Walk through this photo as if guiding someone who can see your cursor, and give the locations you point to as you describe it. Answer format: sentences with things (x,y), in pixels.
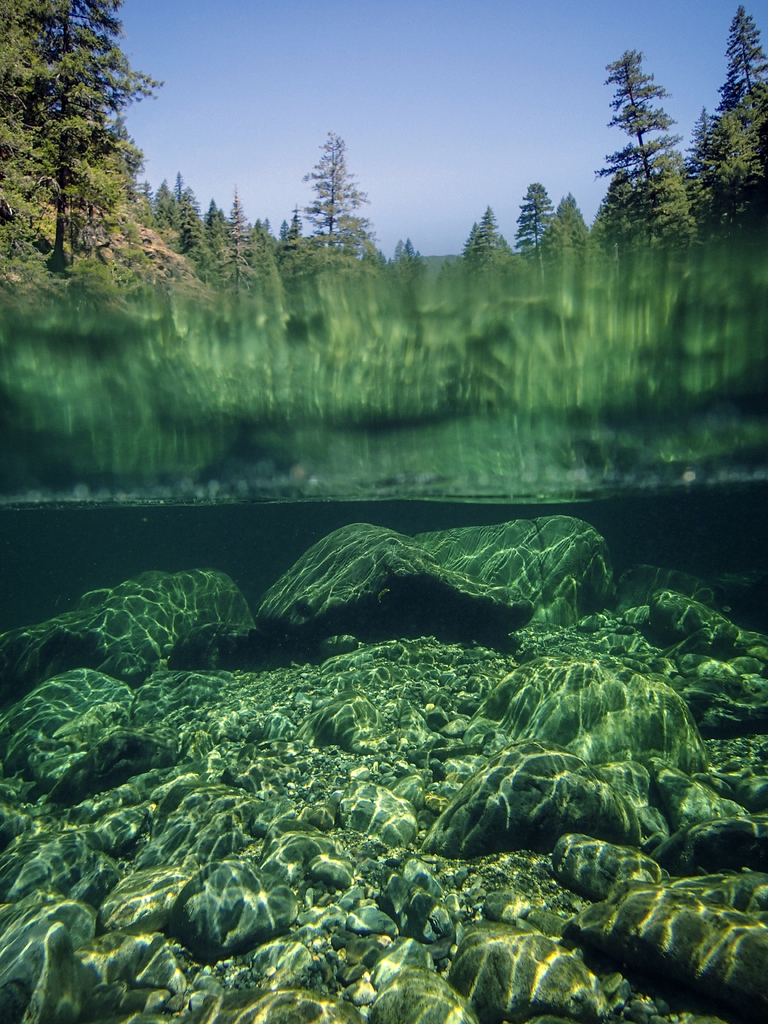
At the bottom of this image (166,702) I can see some rocks (224,774) on the ground (386,752). It seems like an inside view of a sea (295,731). On the top of the image (60,137) there are some trees (683,210) and I can see the sky (250,82).
